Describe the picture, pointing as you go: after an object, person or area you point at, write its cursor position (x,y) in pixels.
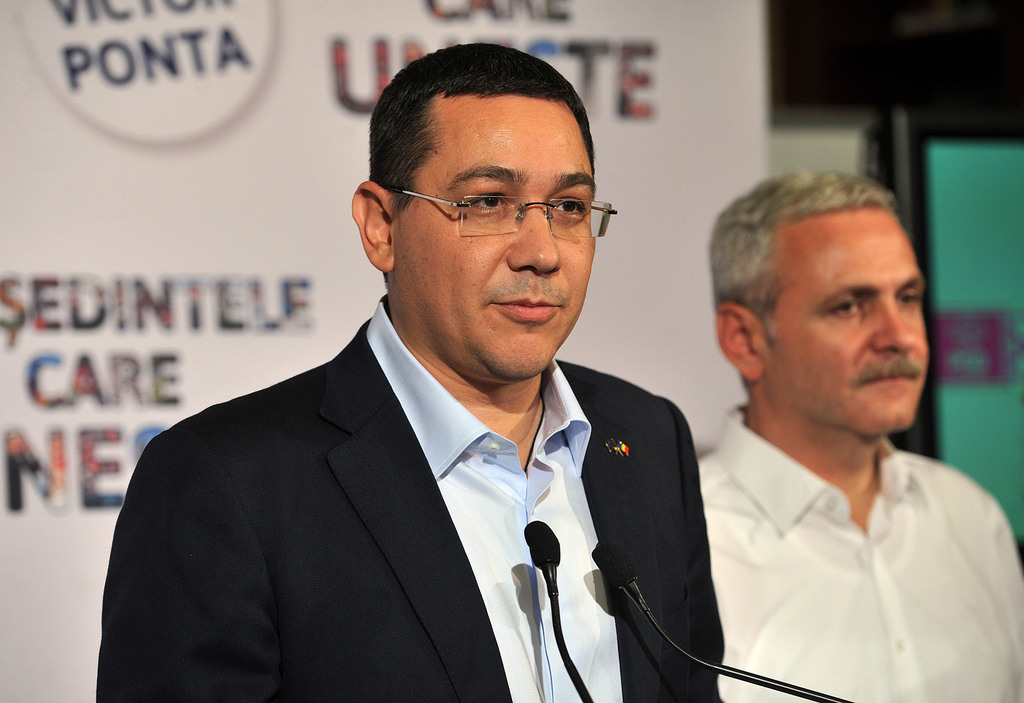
In the foreground of this image (543,527), there is a man (461,543) wearing suit (371,621) and there are mics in front of him. On the right (924,547), there is another man (926,510). In the background (597,52), there is a banner (465,32).
